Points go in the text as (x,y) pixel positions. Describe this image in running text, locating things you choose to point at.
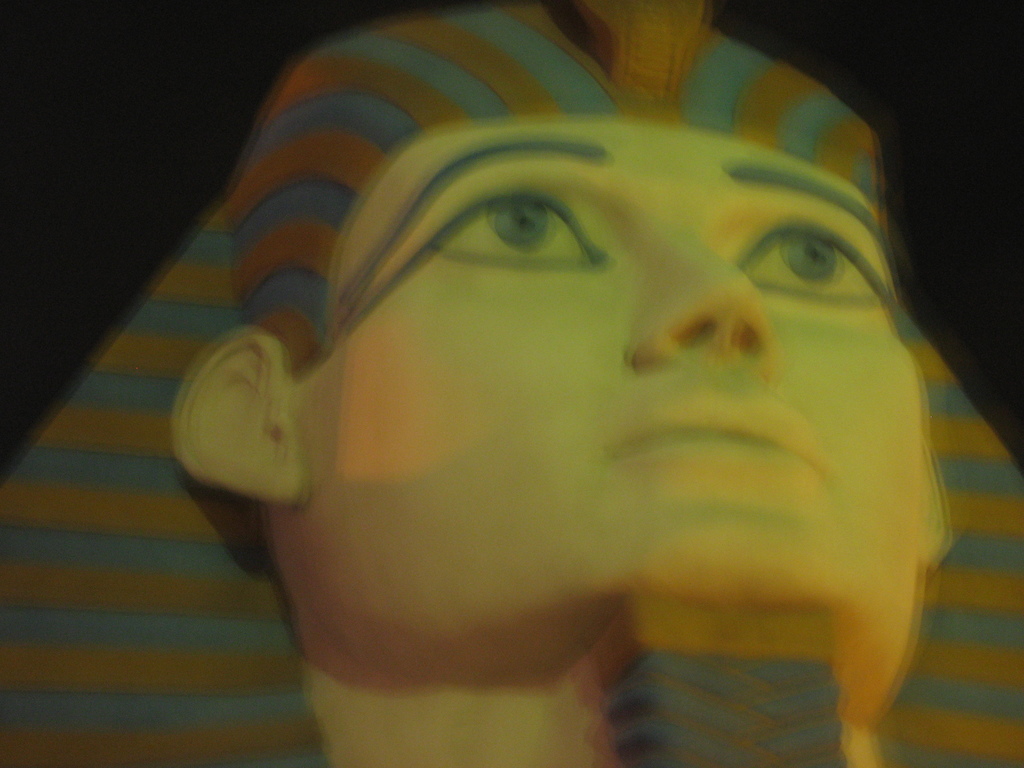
Here in this picture we can see a statue (307,409) present over there.
